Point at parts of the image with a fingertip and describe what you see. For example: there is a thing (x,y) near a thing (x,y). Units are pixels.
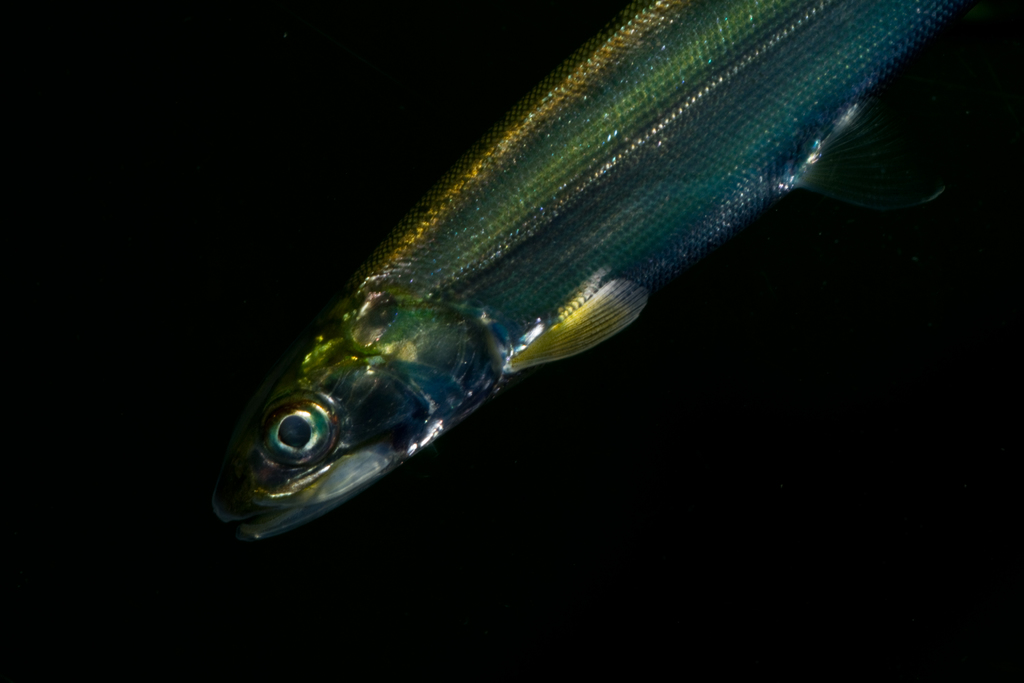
In the center of the image (385,324) we can see a fish (473,376). And we can see the black colored background (479,639).
